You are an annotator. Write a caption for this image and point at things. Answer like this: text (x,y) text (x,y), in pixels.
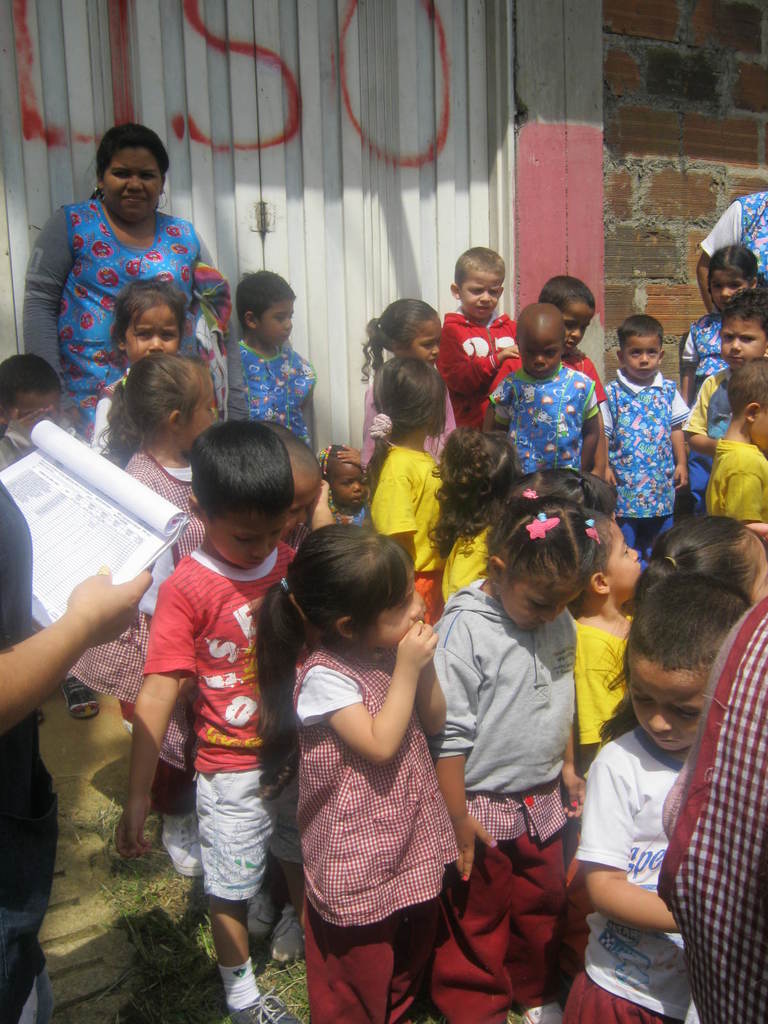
In this image I can see a crowd of children (352,723) standing on the ground (111,925). On the left side (45,786) there is a person (30,696) standing and holding a book (86,549) in the hand (102,594). In the background (472,156) there is a wall (650,123).
